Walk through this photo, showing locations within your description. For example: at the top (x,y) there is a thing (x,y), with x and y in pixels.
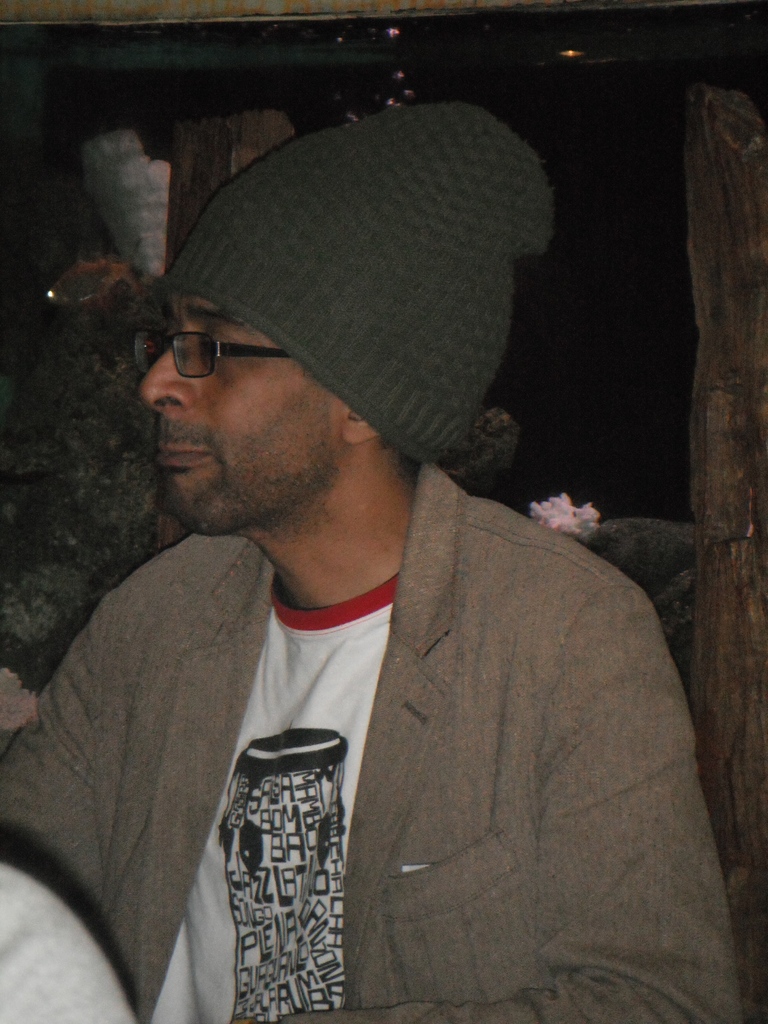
In this image we can see a person (289,626) wearing the spectacles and a cap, in the background (68,581), it looks like the wall (76,534) and wooden poles (697,275).
